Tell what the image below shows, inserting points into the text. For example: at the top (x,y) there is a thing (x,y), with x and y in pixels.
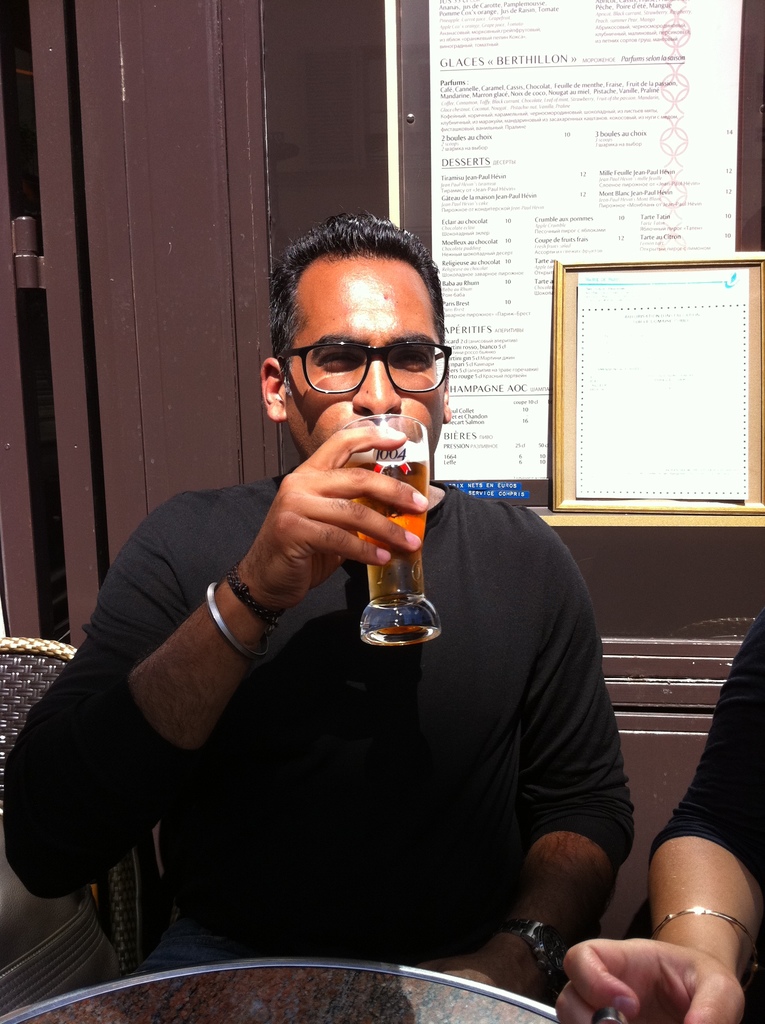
In the image we can see there is a man (536,780) who is sitting and he is holding beer glass (385,628) in his hand (399,441) and at the back (563,202) there are papers (645,145) and photo frame (649,406) kept on the door (711,578).
